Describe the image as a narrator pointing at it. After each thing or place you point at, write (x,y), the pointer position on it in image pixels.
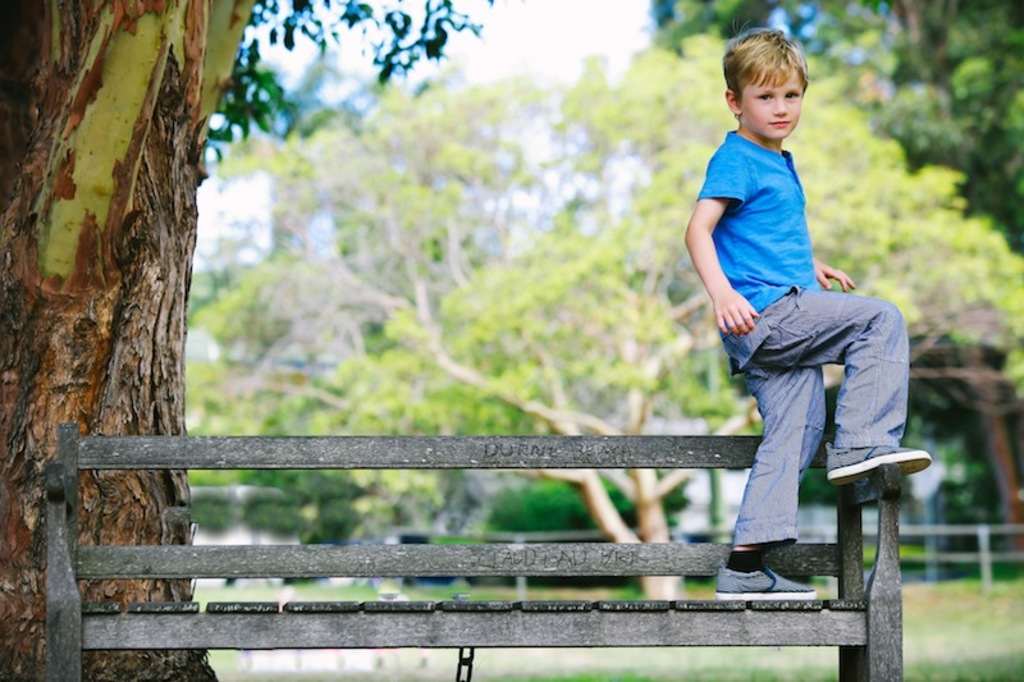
In this picture we can see a child (797,243) standing on a bench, the child (778,255) wore blue color T shirt (775,252) and gray color pants (863,338) and shoes (775,578), in the background (639,420) we can see tree (613,282) and we can see grass (974,634) in the bottom (971,639).
